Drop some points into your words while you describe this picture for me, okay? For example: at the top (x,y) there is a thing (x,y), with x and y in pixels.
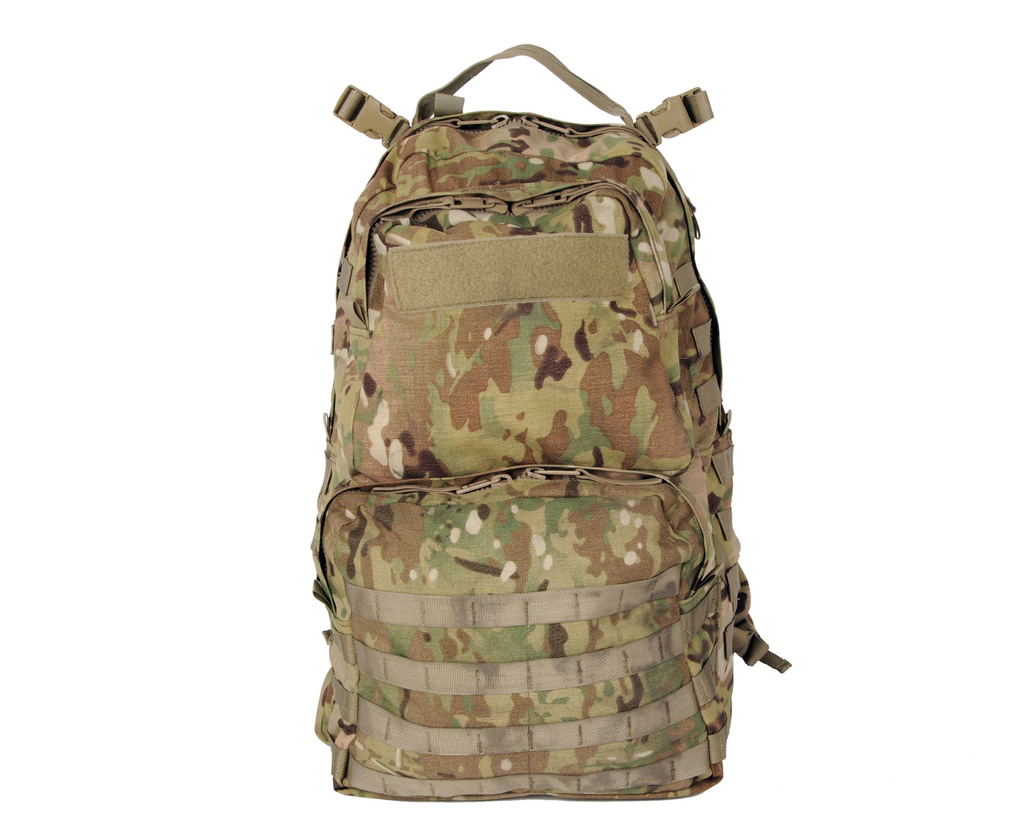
As we can see in the image there is a brown color bag (495,337).
